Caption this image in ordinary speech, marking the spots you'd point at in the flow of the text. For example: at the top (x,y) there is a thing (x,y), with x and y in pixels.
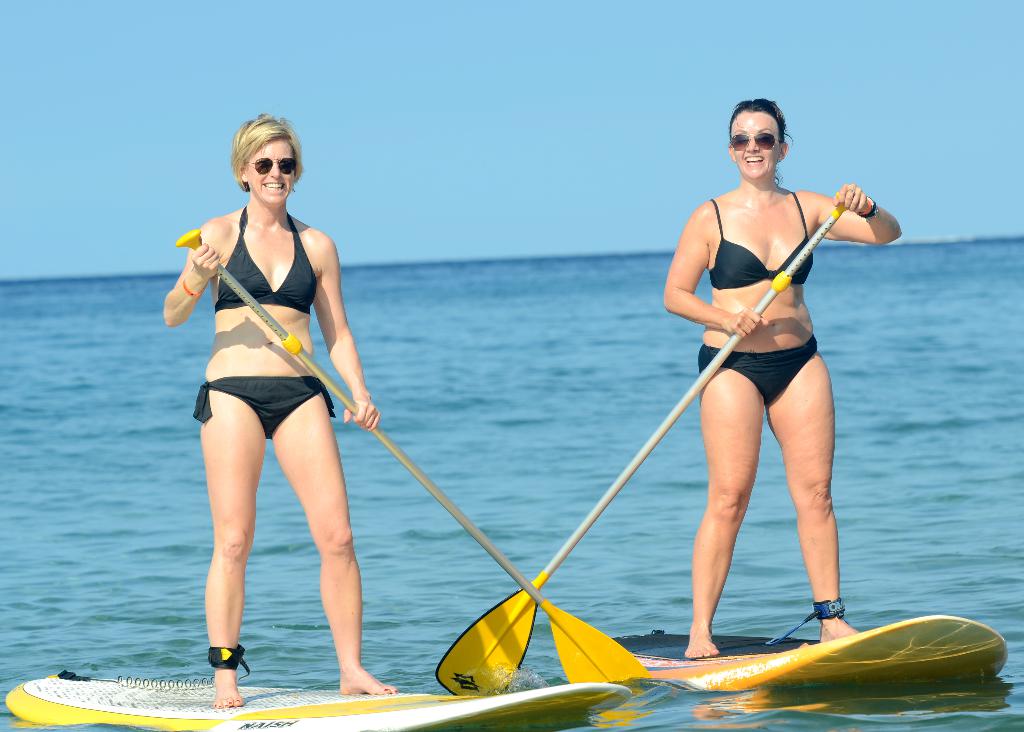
In this image there are two persons (250,419) holding the paddles (485,654) and they are standing on the surfboards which is on the water (426,550), and in the background (528,187) there is sky (357,108).
